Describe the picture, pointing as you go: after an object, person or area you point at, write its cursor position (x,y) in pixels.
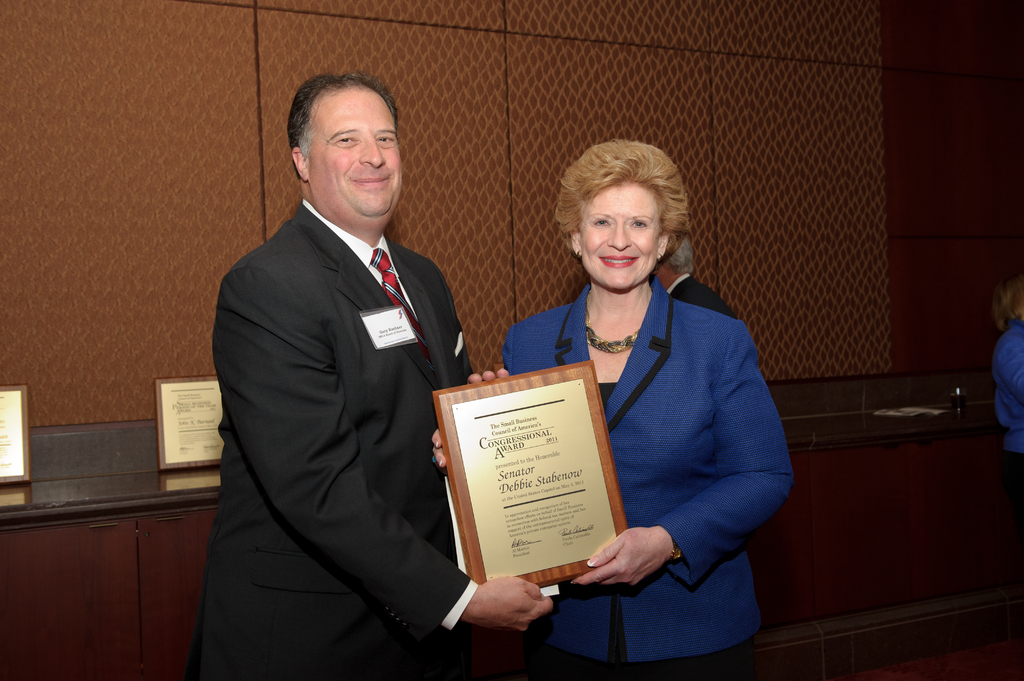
This image consists of two persons (321,322). To the left (335,520), there is a man (312,456) wearing black suit (313,373) and white shirt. Beside him, there is a woman (698,512) wearing blue jacket (697,517) and holding a memento (474,453). In the background (124,170), there is a wall (118,305) in brown color and there are frames (16,465) kept on the desk (110,534).
